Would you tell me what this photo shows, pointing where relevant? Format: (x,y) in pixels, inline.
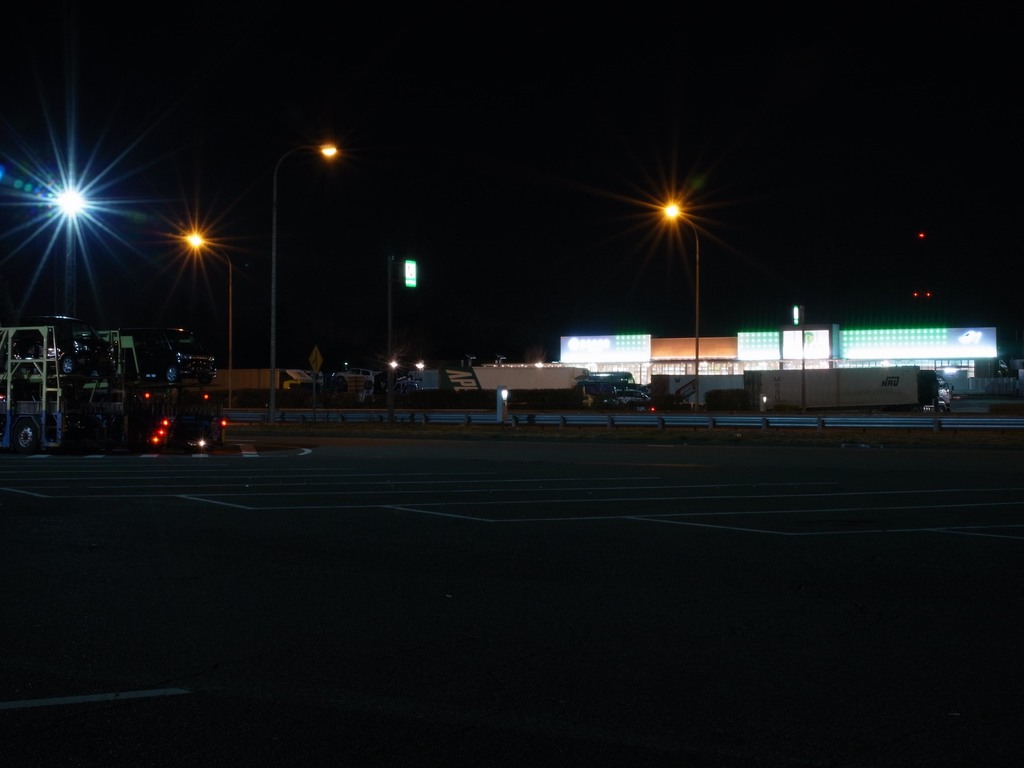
In this image there is a road (560,478). in the background (204,395) there are vehicles (144,357), buildings (956,376), poles (231,278), sign boards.
